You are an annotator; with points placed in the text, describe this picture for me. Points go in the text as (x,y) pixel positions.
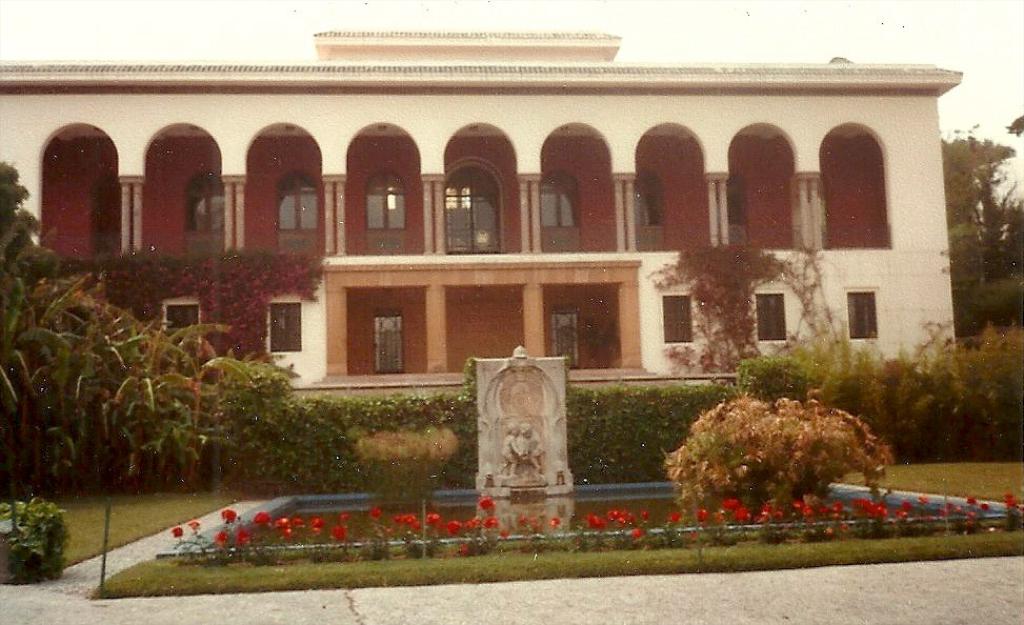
In this image we can see there is a building (492,237), in front of the building (568,224) there are trees (193,476), plants (660,445) and a pond (999,508). At the center of the pond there is a statue (543,436). In the background (704,21) there is a sky (718,21).
